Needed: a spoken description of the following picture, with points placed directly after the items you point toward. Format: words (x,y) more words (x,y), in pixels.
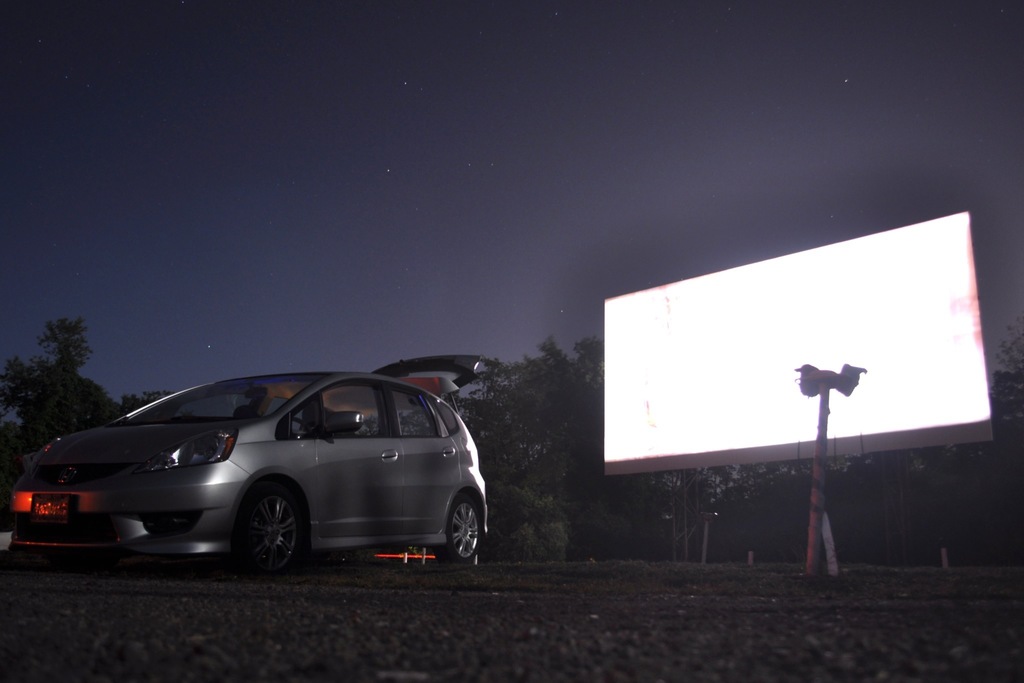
In this image, we can see a vehicle (369,444). We can see the ground (423,596) with some objects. There are a few trees (520,478), poles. We can see a board (611,431) with some light (888,414). We can see the sky (696,256).
